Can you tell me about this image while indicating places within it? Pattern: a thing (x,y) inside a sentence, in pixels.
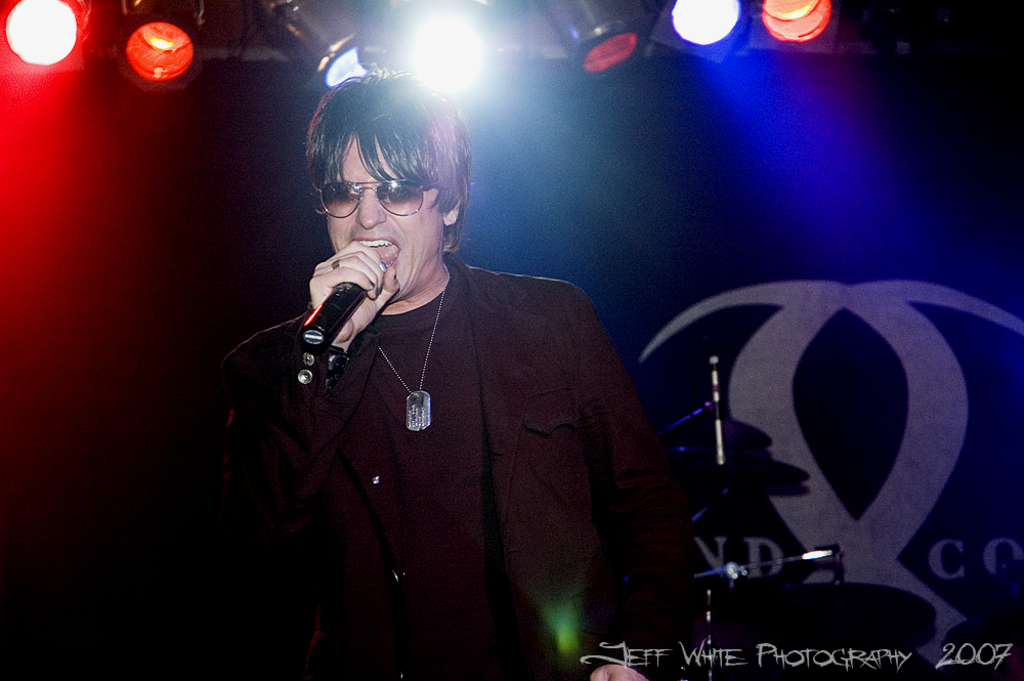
Here is the man (419,463) standing and singing a song by holding the mike (318,338). These are the show lights (36,47) at the top (681,47). At background (727,426) I can see some instruments (737,463).
